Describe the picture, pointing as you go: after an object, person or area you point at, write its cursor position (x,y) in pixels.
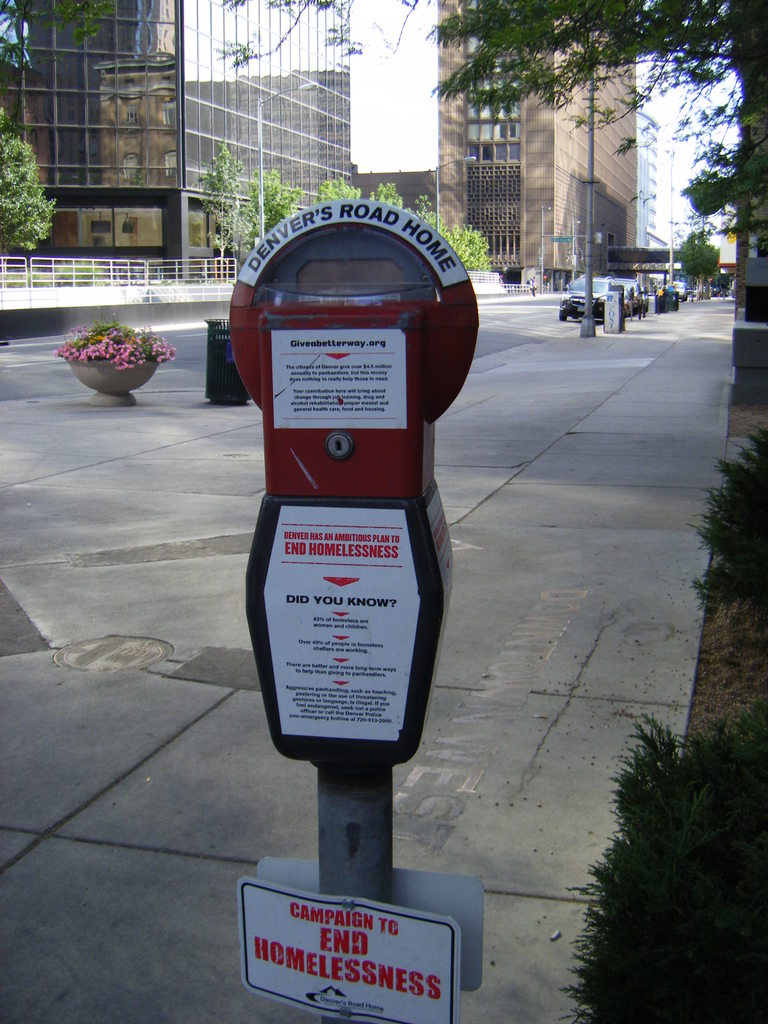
In the center of the image (413,596) there is a advertisement board (401,388). In the background of the image (374,188) there are buildings (569,143), trees (558,80), Road (526,306), There are vehicles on the road (508,337). There are flower pots (134,405). At the bottom of the image (106,986) there is pavement (72,1011).
